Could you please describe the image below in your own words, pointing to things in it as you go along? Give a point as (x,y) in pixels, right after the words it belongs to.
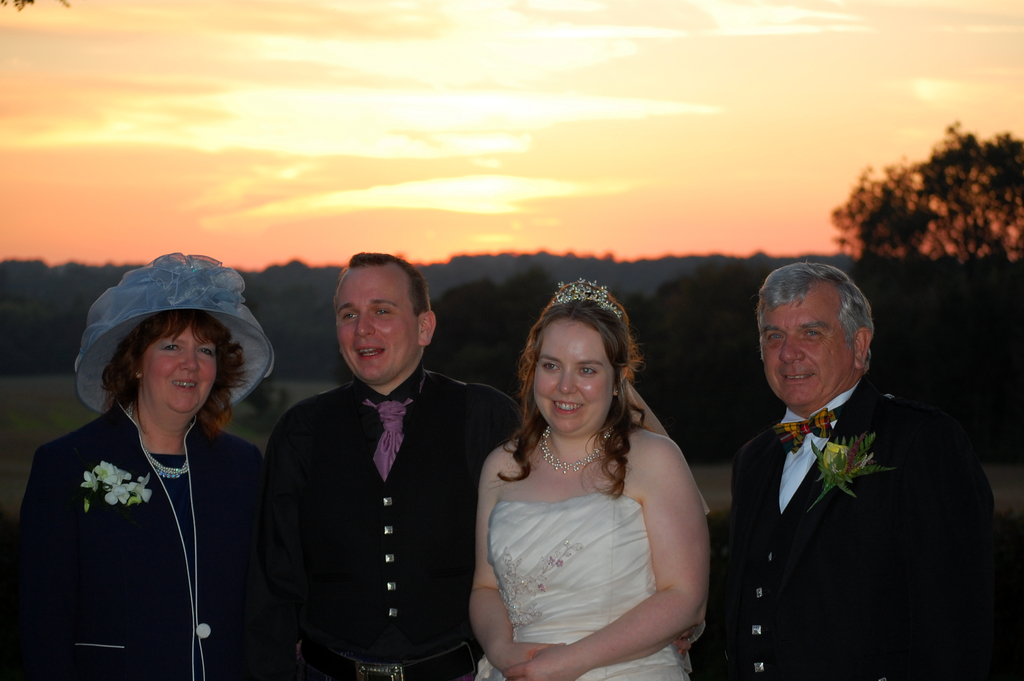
In this image we can see two men (888,507) and two women (651,545). One man (742,507) is wearing a black color coat (835,498) with white shirt (800,474) and the other one (297,524) is wearing shirt (373,522) with a purple tie (397,433). One woman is wearing a white color gown (568,572) and the other woman (170,523) is wearing a coat (182,568) and hat (143,321). In the background (399,254), we can see trees (945,235) and the sky (446,162).
